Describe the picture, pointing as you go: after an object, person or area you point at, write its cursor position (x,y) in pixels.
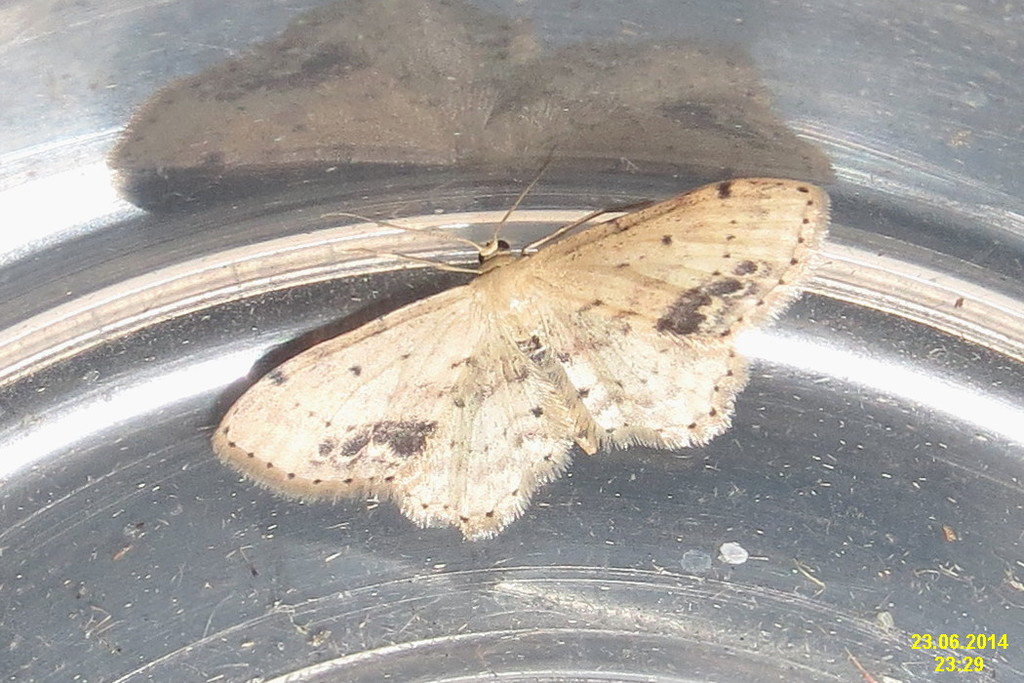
In the picture we can see a moth (626,369) on a surface (809,287).
